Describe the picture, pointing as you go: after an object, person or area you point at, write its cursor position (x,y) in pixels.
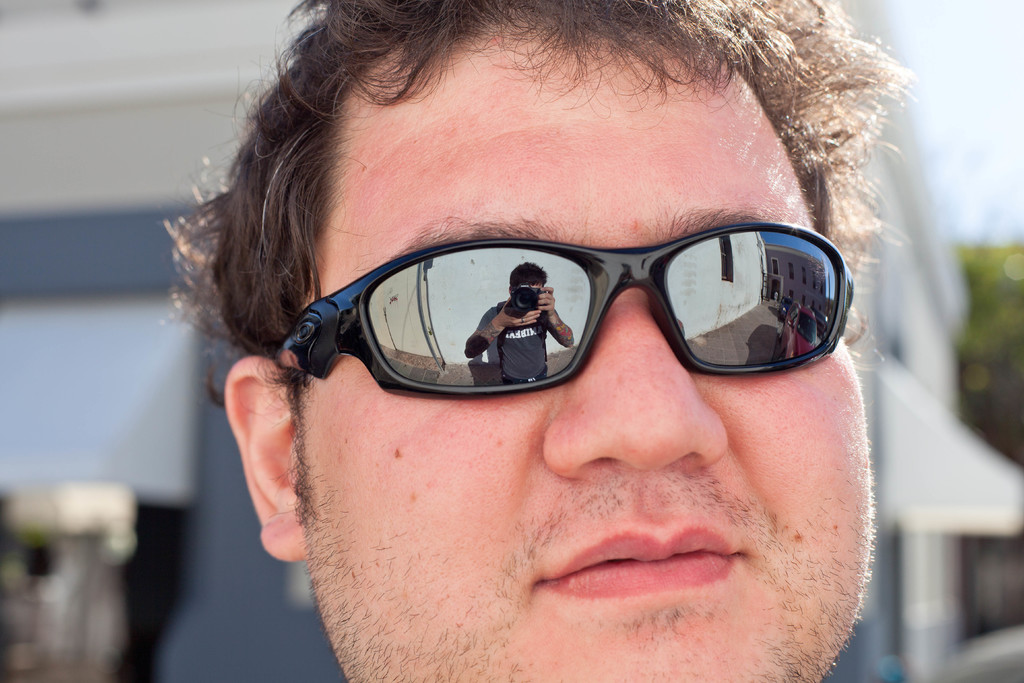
Here in this picture we can see a person's face (378,121) and we can see he is wearing goggles (813,334) and in that we can see the reflection (518,336) of a person (519,326) standing with a camera (521,300) and clicking picture and we can also see buildings (801,270) present and behind him we can see everything in blurry manner.
